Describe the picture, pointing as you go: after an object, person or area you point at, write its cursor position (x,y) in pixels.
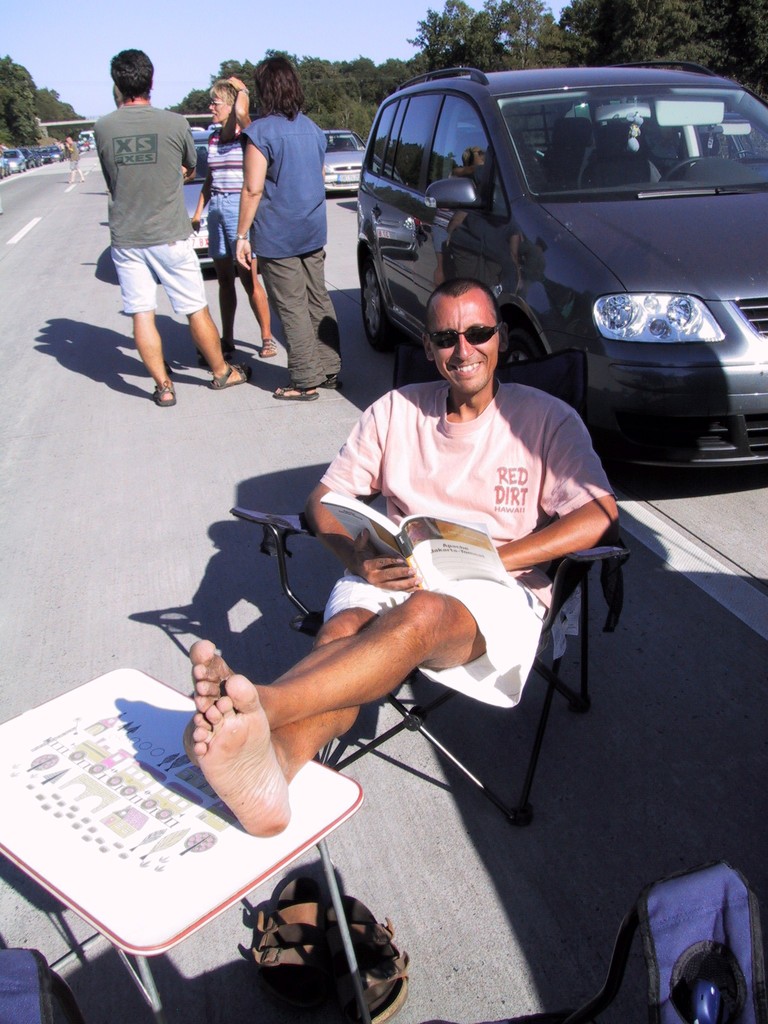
In front of the picture, we see a man (391,496) is sitting on the chair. He is holding a book (432,532) in his hand (397,556). He is smiling and he might be posing for the photo. He is putting his legs (319,725) on the white table (206,909). At the bottom (377,928), we see the road (439,937) and the slippers (288,899). Behind him, we see a car (415,185). Beside that, we see the people (200,330) are standing. Behind them, we see the cars (10,150) are stopped on the road (16,192). On the left side (82,142), we see the cars (17,160) parked on the road (85,177). We see a man (72,166) is crossing the road (69,184). There are trees (331,72) in the background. At the top (165,48), we see the sky (141,4).
